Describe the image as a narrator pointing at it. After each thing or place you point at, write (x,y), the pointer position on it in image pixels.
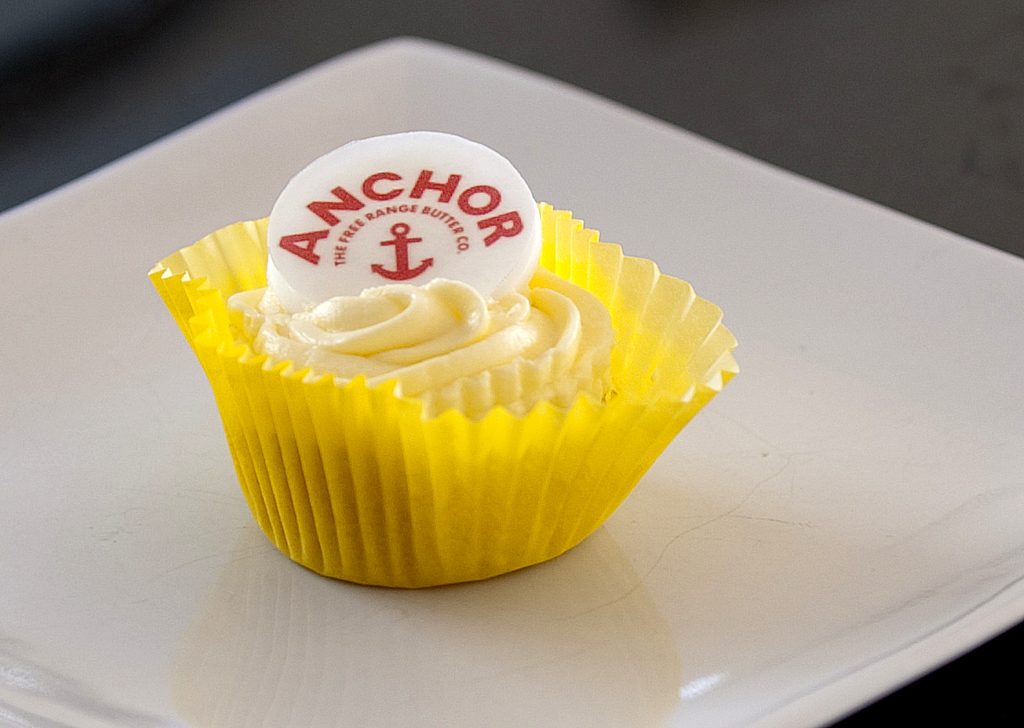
In this image there is a white plate (650,618) on which there is a paper cup (622,409) which contains butter (467,369) in it. On the butter (466,369) there is a logo (434,261).
